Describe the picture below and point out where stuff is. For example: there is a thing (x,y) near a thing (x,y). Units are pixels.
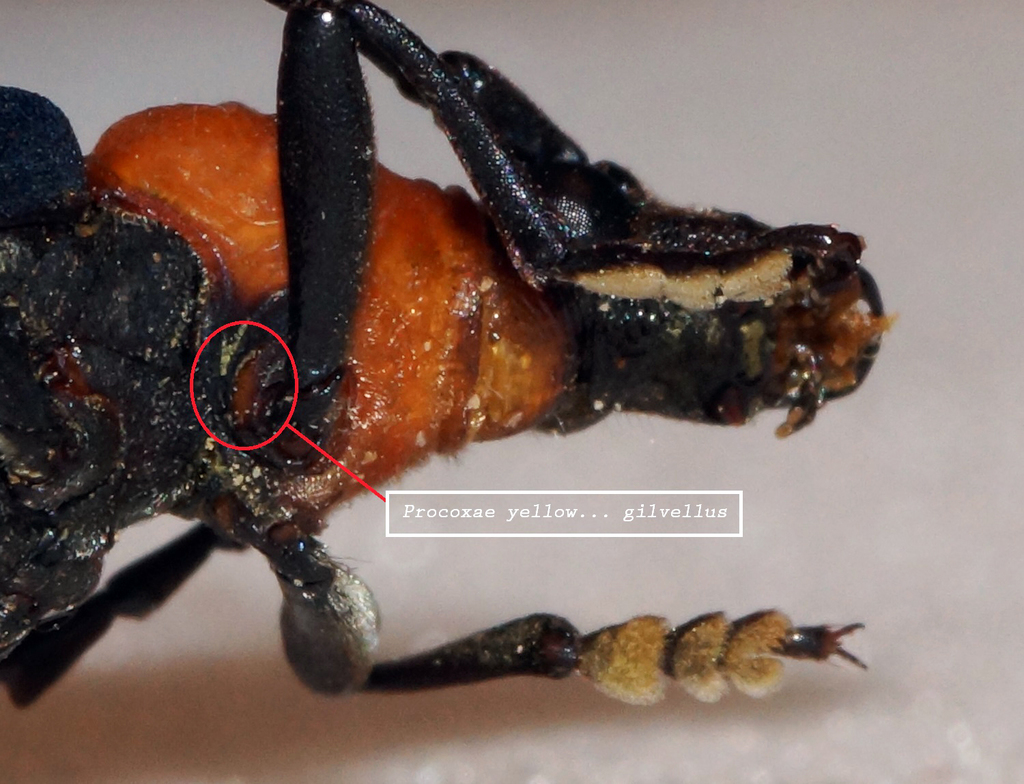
In this picture there is an insect (330,386). At the back (608,443) there is a white background (1006,120). In the middle of the image (435,517) there is a text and there is a red color circle mark (243,335) on the insect (253,228) and the insect (253,228) is in black and in orange color.
